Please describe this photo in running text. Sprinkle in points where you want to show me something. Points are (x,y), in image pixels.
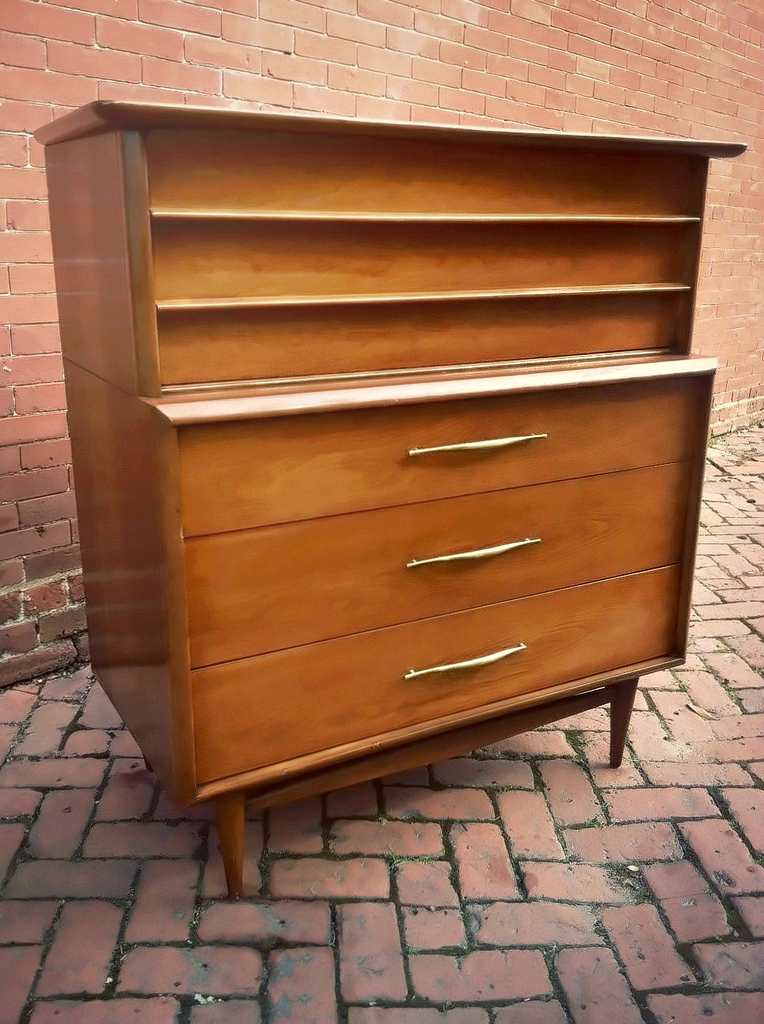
In this image, we can see a wooden object (559,640) and in the background (12,660), we can see the brick wall (302,100).
